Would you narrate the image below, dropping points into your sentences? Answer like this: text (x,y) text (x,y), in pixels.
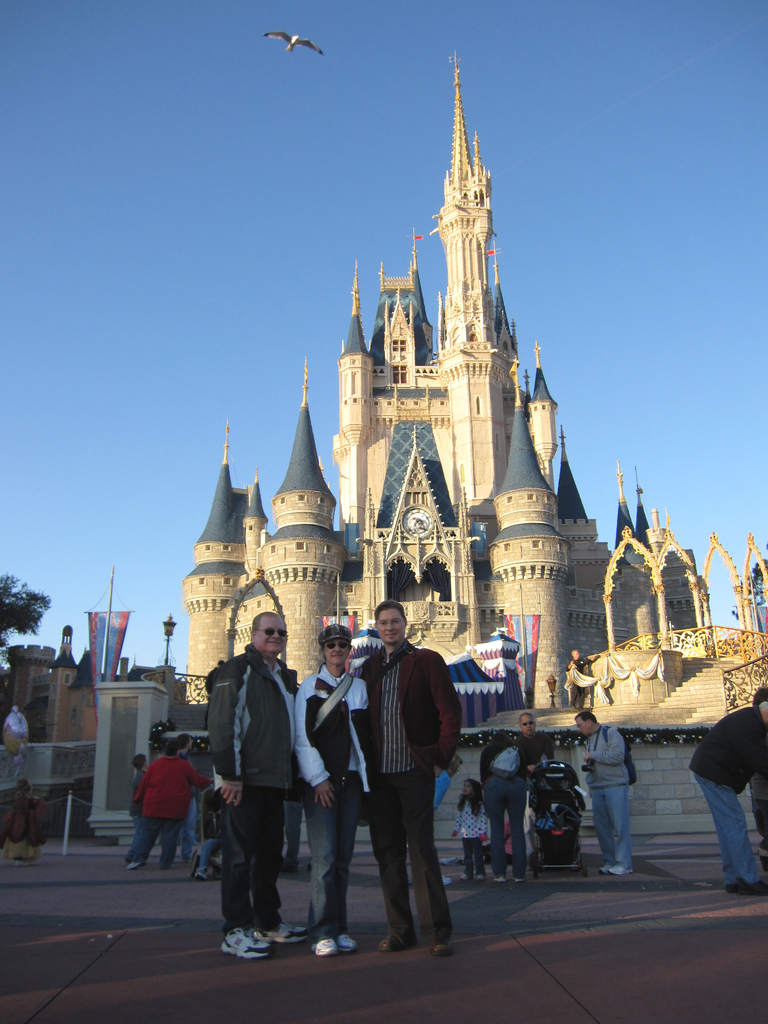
In this image I can see few persons (370,780) standing on the ground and in the background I can see few other persons (509,739), a castle (496,458) which is cream and blue in color, few trees (3,612), few another buildings (41,728) and few banners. In the background (90,537) I can see the sky (262,256) and a bird (319,53) flying in the air (255,34).
